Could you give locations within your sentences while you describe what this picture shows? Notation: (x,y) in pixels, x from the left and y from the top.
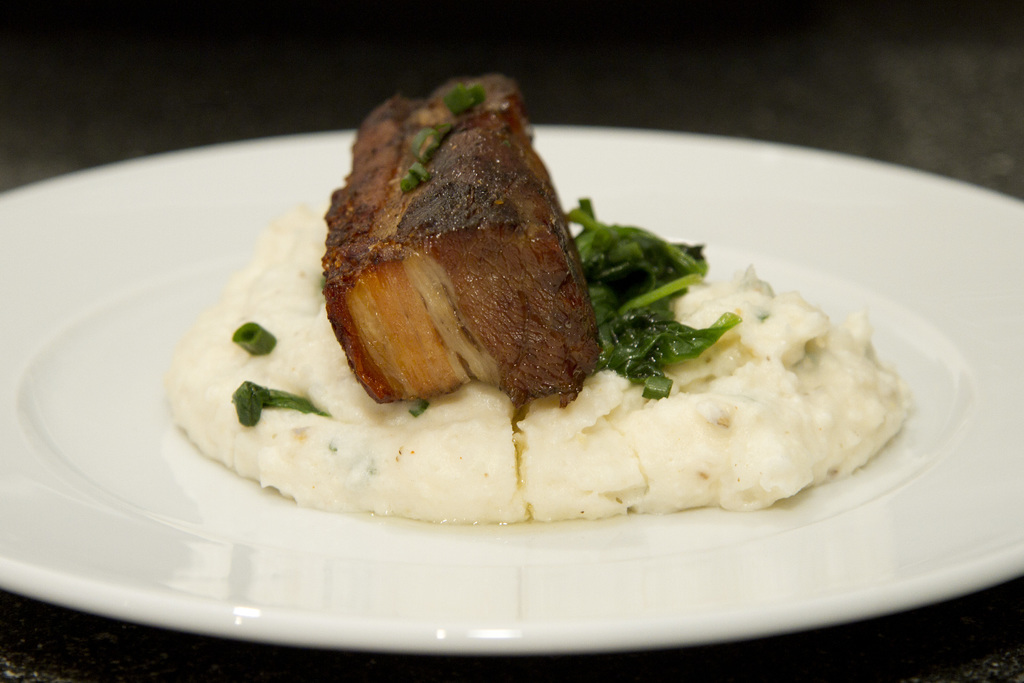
These are the food items (612,414) in a white color plate (498,554).
